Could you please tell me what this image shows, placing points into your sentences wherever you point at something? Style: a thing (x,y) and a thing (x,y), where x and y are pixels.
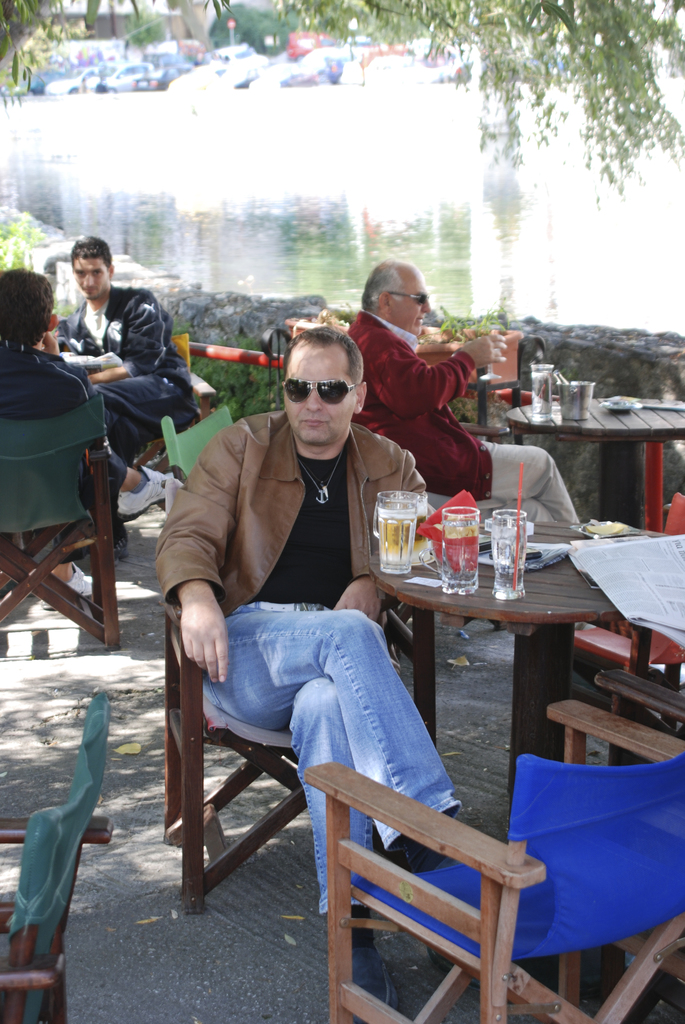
There are four men (124,450) sitting on the chair (168,645). In front of them there is a table (525,610). On the table (482,570) there is a glasses (494,545), straw (517,547), newspaper (627,567). We can see a blue color chair (638,830). And to the top corner (523,232) we can see water (287,160). And to the top side (604,63) there is a tree (566,34).
